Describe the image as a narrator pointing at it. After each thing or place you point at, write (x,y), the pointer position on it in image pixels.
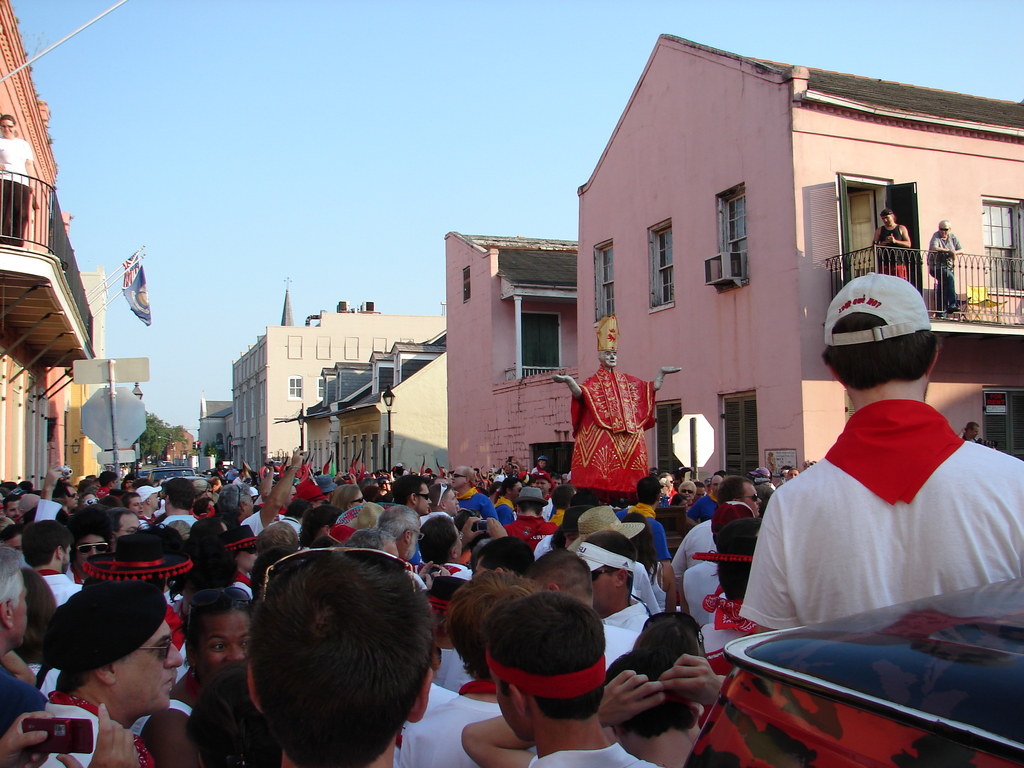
In this image I can see number of persons (344,673) standing. To the right bottom of the image (838,738) I can see an object (895,687) which is black and red in color. In the background (114,297) I can see few buildings (650,309), few flags (144,299), few persons (25,161) standing on the buildings (757,244), few trees (211,449) and the sky (297,187).
